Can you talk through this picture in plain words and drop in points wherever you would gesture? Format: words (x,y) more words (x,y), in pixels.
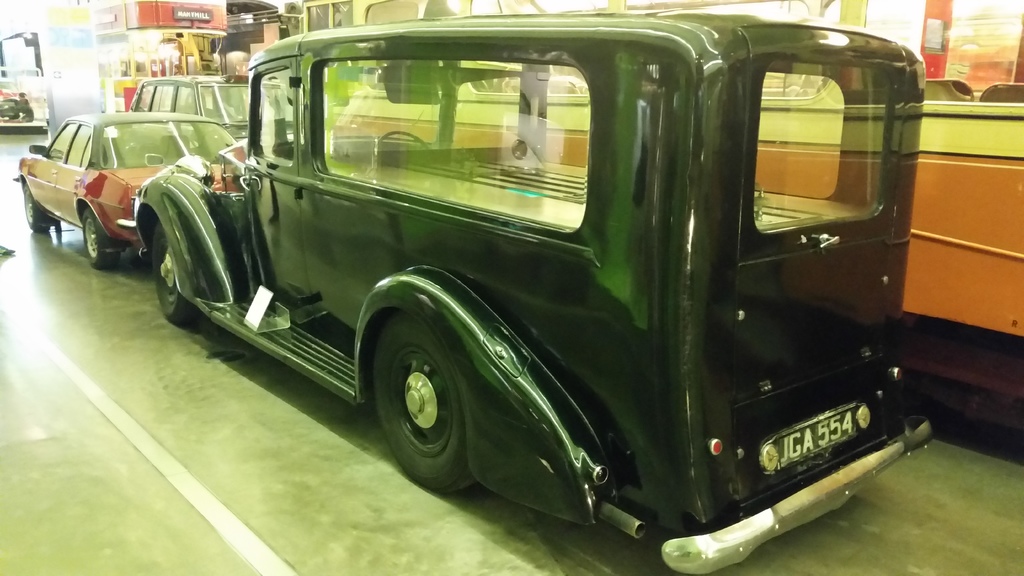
In the image there are different kinds of vehicles (358,178). In the background (73,70) there is a pillar (64,43) with posters (78,10). And there are some other things (9,69) in the background (16,104).
